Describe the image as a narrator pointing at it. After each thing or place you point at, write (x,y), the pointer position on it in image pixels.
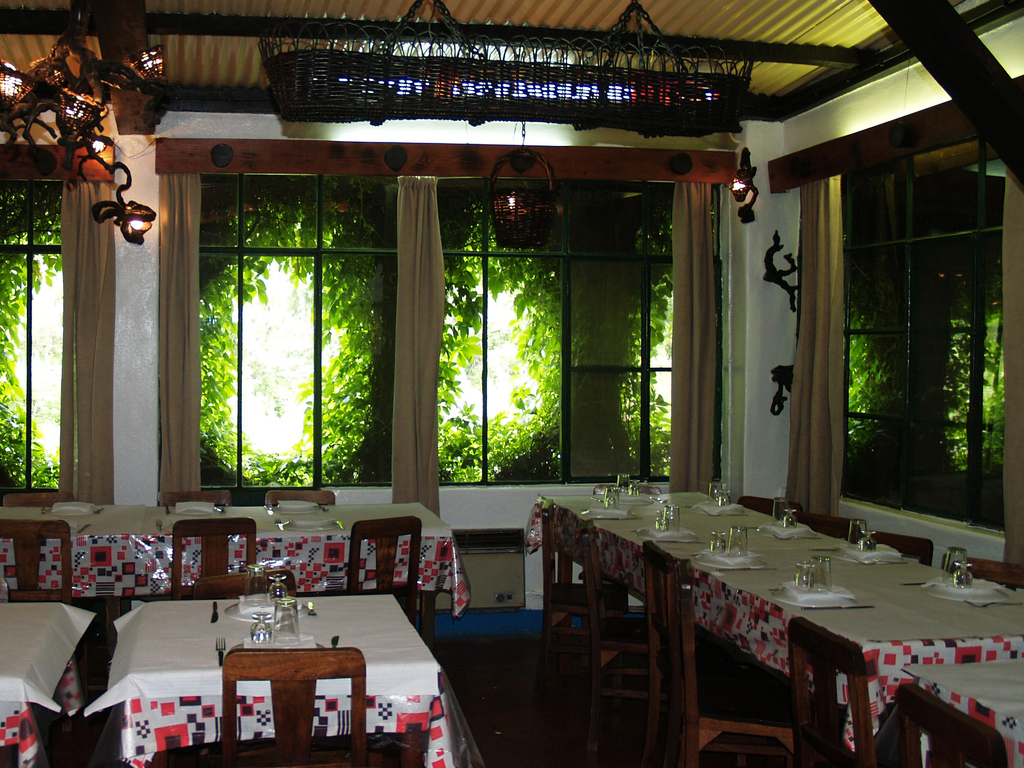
This image might be clicked in a restaurant (394,608). There are tables (391,630) and chairs (594,540). On the tables (691,539) there are glasses (812,564), plates (827,592), spoons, knives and tissues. There are plants (45,478) in the middle (495,470). There are curtains (172,243) in the middle (680,372). There are lights (158,75) in the top left corner (129,175).
